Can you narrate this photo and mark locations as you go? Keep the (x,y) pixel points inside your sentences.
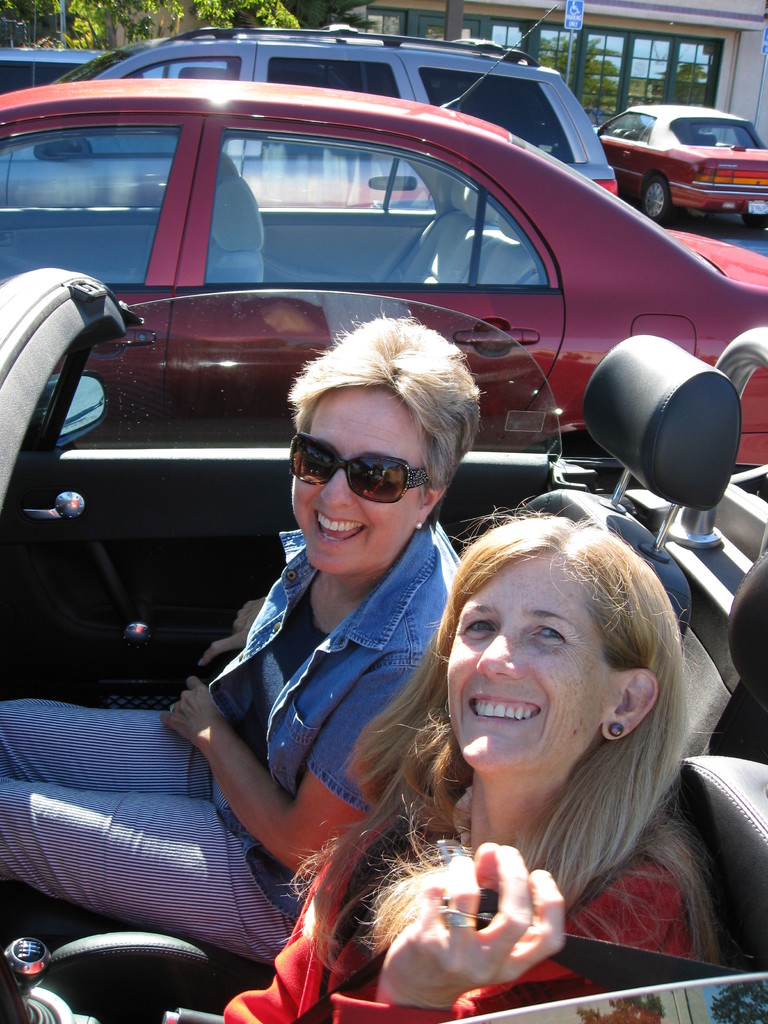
In this picture there are two women (268,752) sitting in a car (544,1017) and smiling and in the backdrop (160,268) there are some vehicles (271,227), a building (688,56) and tree (306,7).
